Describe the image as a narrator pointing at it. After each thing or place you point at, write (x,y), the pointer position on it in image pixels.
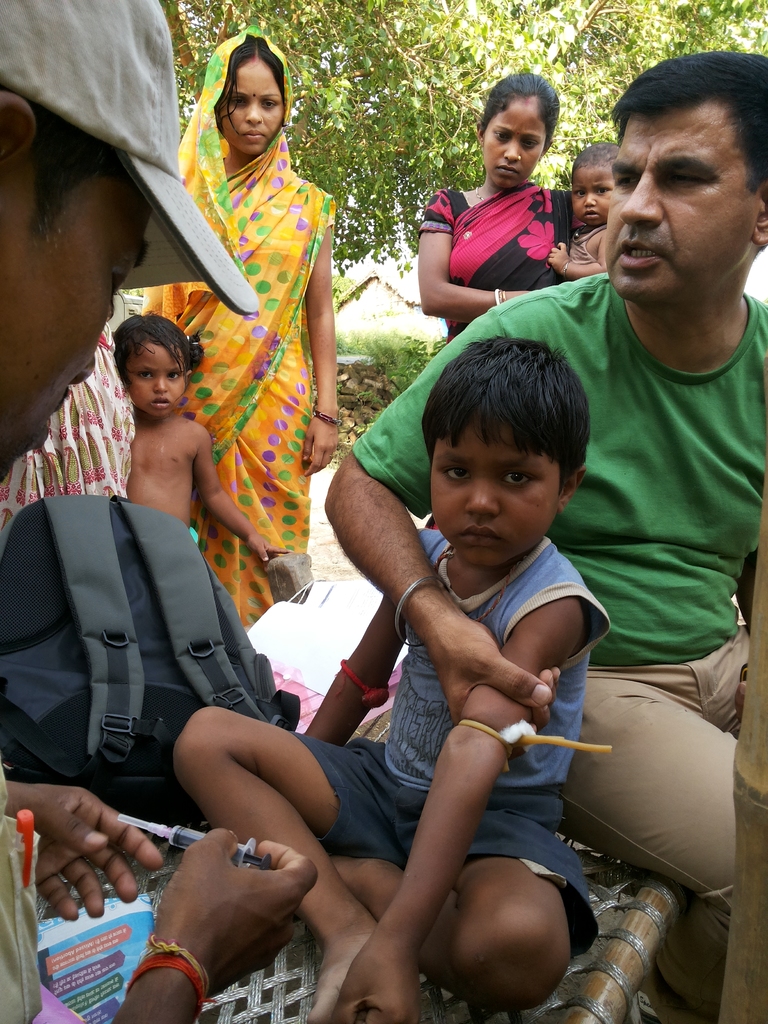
In this picture we can see a small boy (461,584) sitting in the front (548,912). Behind there is a man (688,411) wearing a green t-shirt (672,505) and holding the boy's hand (454,744). In the front (65,893) there is a man (150,867), sitting with an injection (182,842). Behind there are some women (329,322), standing and looking at them. In the background (349,84) we can see some trees (348,63).
